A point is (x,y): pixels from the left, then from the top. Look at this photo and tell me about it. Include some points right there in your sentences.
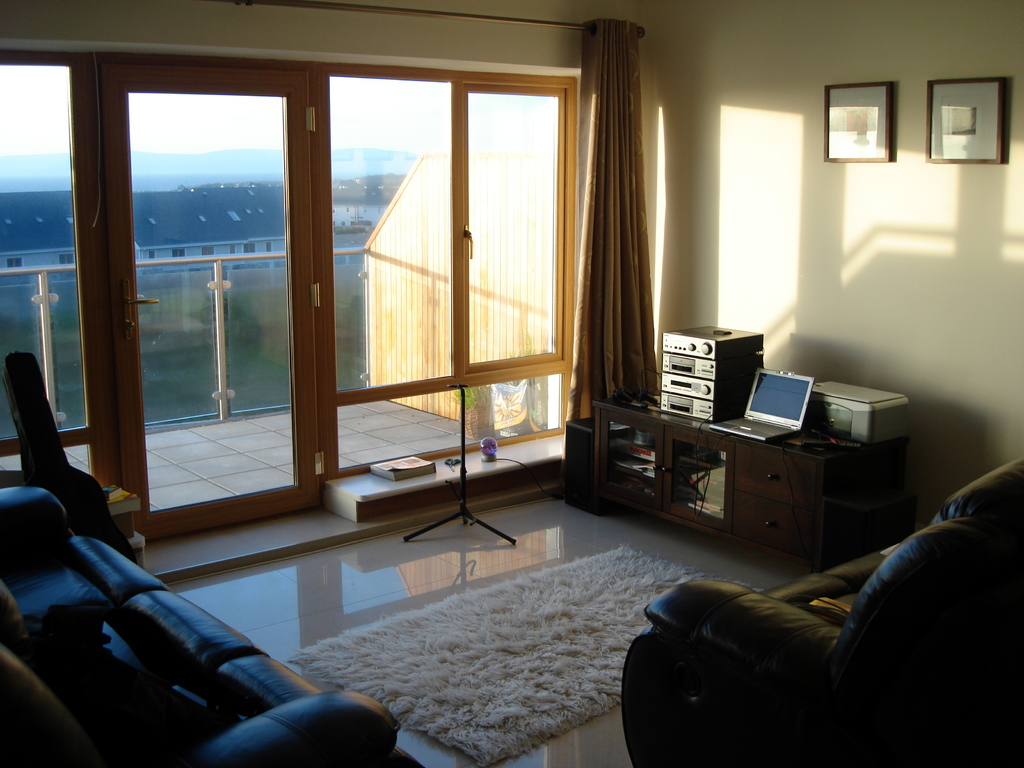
There are sofas (756,721) and this is floor (335,592). This is carpet (522,668). There is a cupboard (806,539). Here we can see a wall (785,100) and there are frames (857,154). This is a door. From the glass (193,222) we can see a house (232,245) and this is sky (236,126).
